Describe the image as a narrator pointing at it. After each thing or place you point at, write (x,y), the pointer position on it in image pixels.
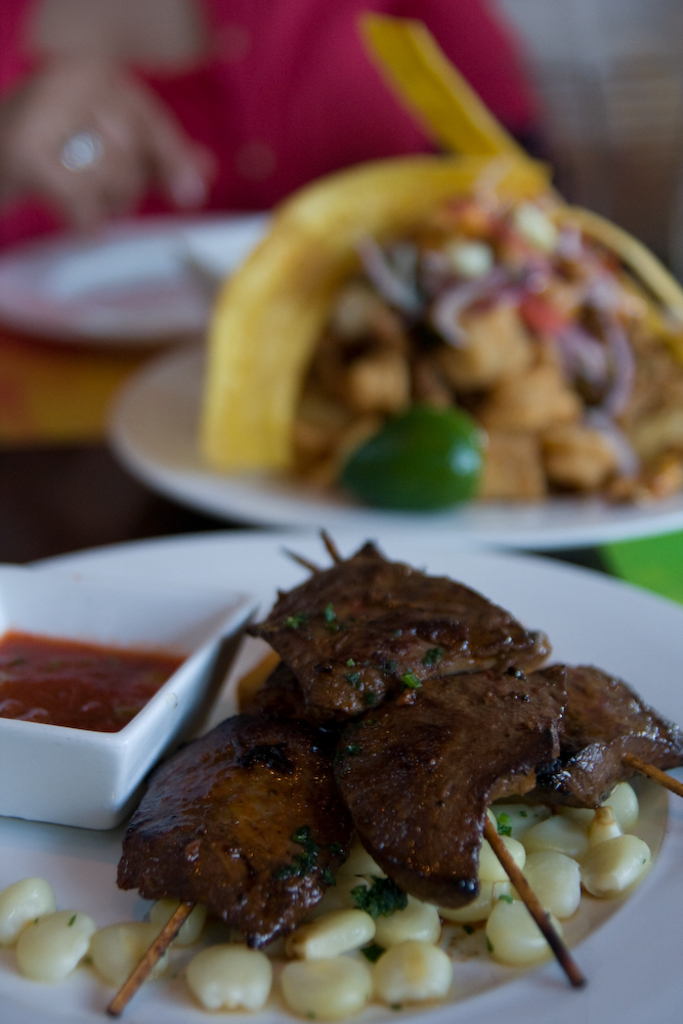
In this picture we can see plates (226,1021), bowl (31,614), and food (645,482) on a platform (60,369). In the background (181,150) we can see a person (409,133).
